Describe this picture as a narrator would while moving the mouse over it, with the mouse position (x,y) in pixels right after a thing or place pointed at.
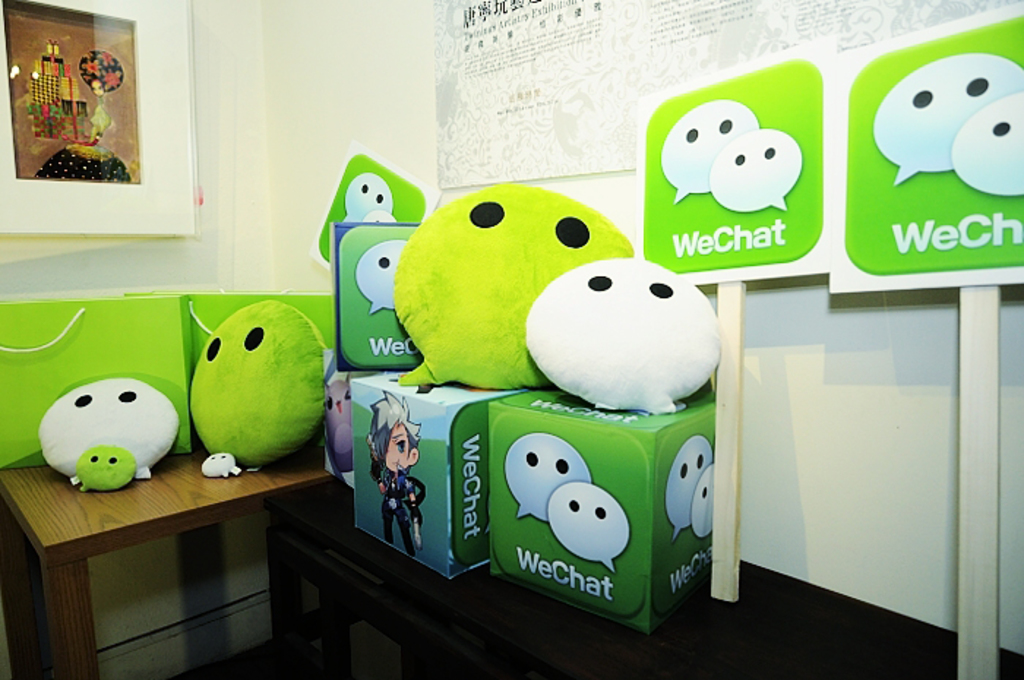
In this image there are bag (129,335) on the table (181,467). On the wall (255,125) there is a frame (160,180).
